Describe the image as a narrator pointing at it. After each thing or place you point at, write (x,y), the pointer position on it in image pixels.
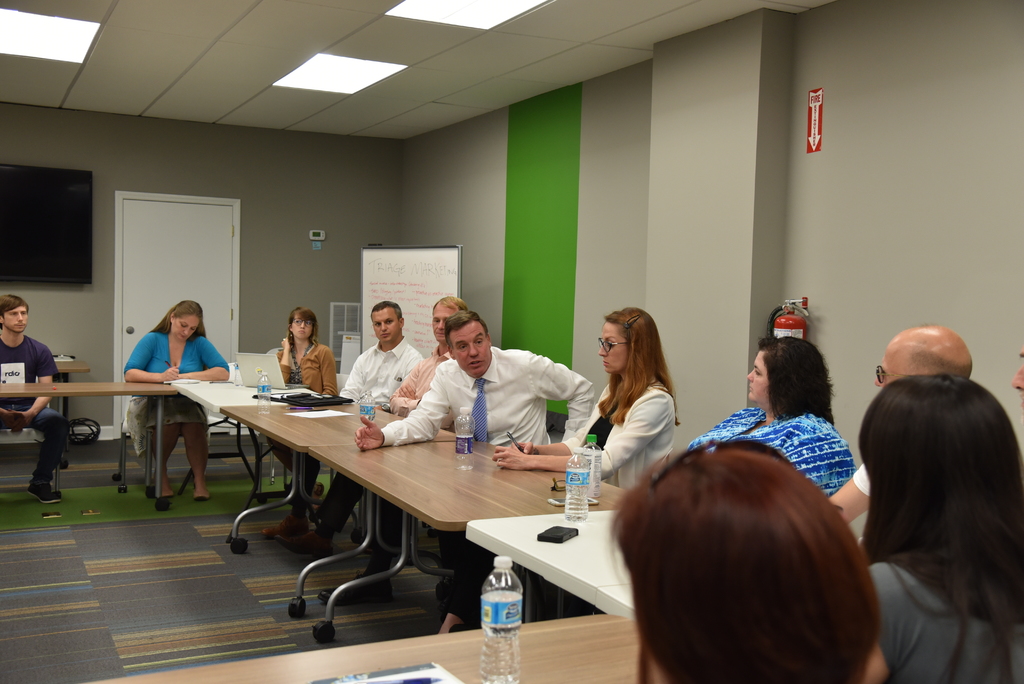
In the image there are tables (445,502) with bottles (522,602), papers (415,675) and some other things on it. Behind them there is a board (396,266) with something written on it. In the background (147,306) there is a wall (303,181) with a door (142,208), screen (81,218), fire extinguisher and some other things (816,127). At the top of the image (382,90) there is a ceiling (413,89) with lights (368,70).
